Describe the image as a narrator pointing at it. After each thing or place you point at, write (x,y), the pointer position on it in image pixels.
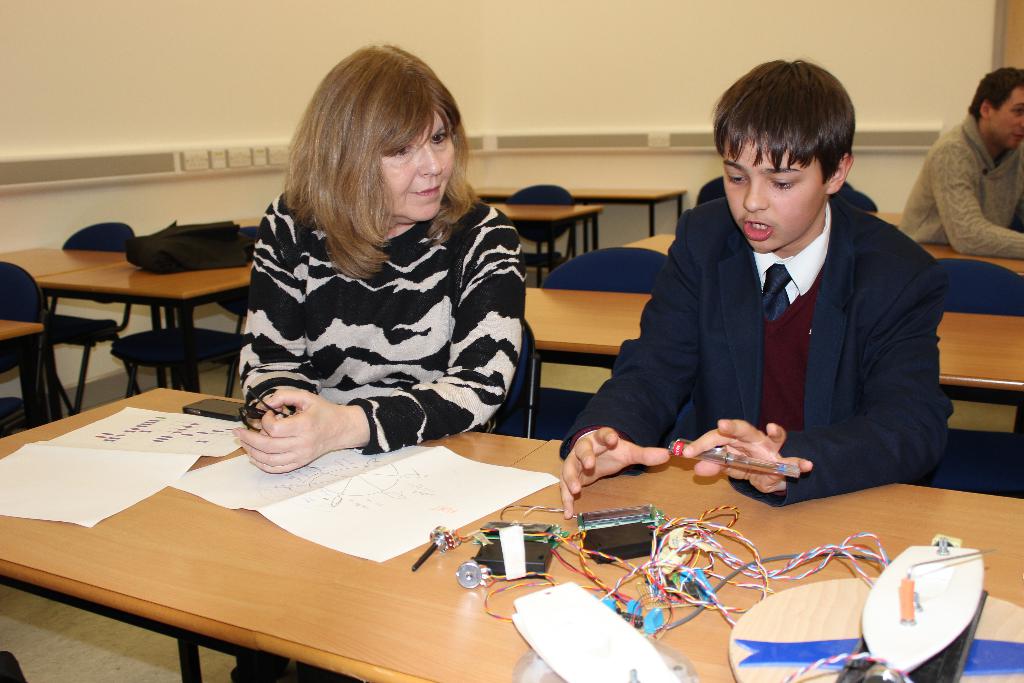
This picture is taken inside the room (618,241). In this image, in the middle (400,252), we can see two people (716,270) woman (436,288) and a boy (859,327) are sitting on the chair (953,439) in front of the table (694,512). On the table (597,505), we can see two pages (303,492), mobile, electric wires (830,558), electrical instrument (620,553). On the right side (959,149), we can also see another person (941,194) sitting on the chair (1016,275) in front of the table (963,255). On the left side (33,350), we can see few tables (127,272) and chairs (21,294), on the table (147,275), we can see a black color bag (192,229). In the background (100,95), we can see a white color wall (723,30).
